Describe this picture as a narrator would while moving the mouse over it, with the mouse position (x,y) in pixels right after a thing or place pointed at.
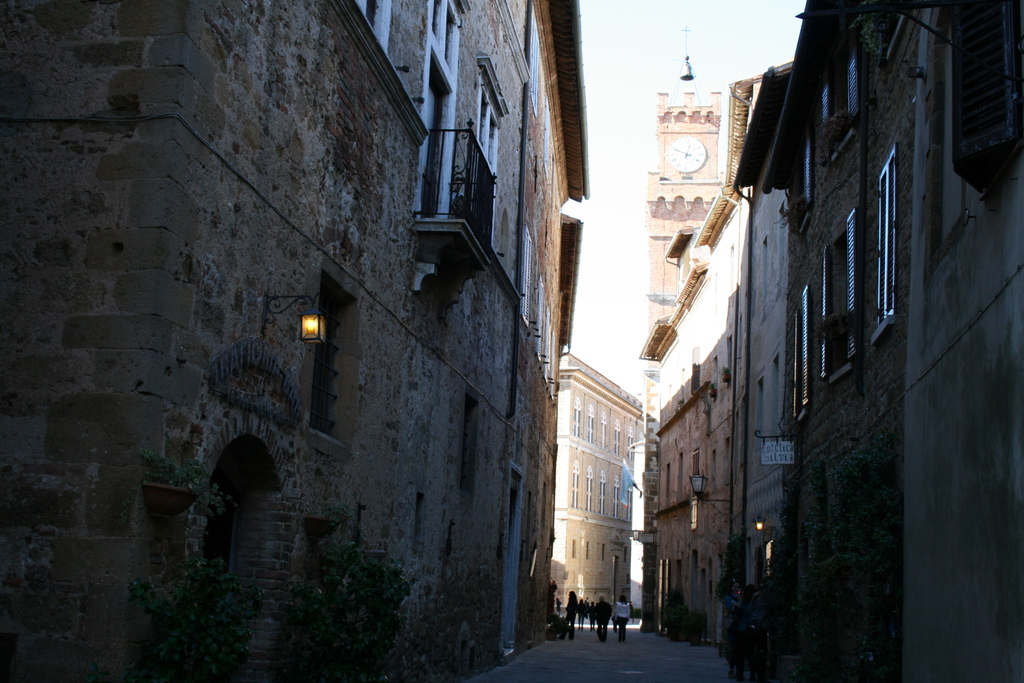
Here we can see buildings (807,529) and people (601,604). Lights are on the wall (344,330). This is a clock tower (697,165).
